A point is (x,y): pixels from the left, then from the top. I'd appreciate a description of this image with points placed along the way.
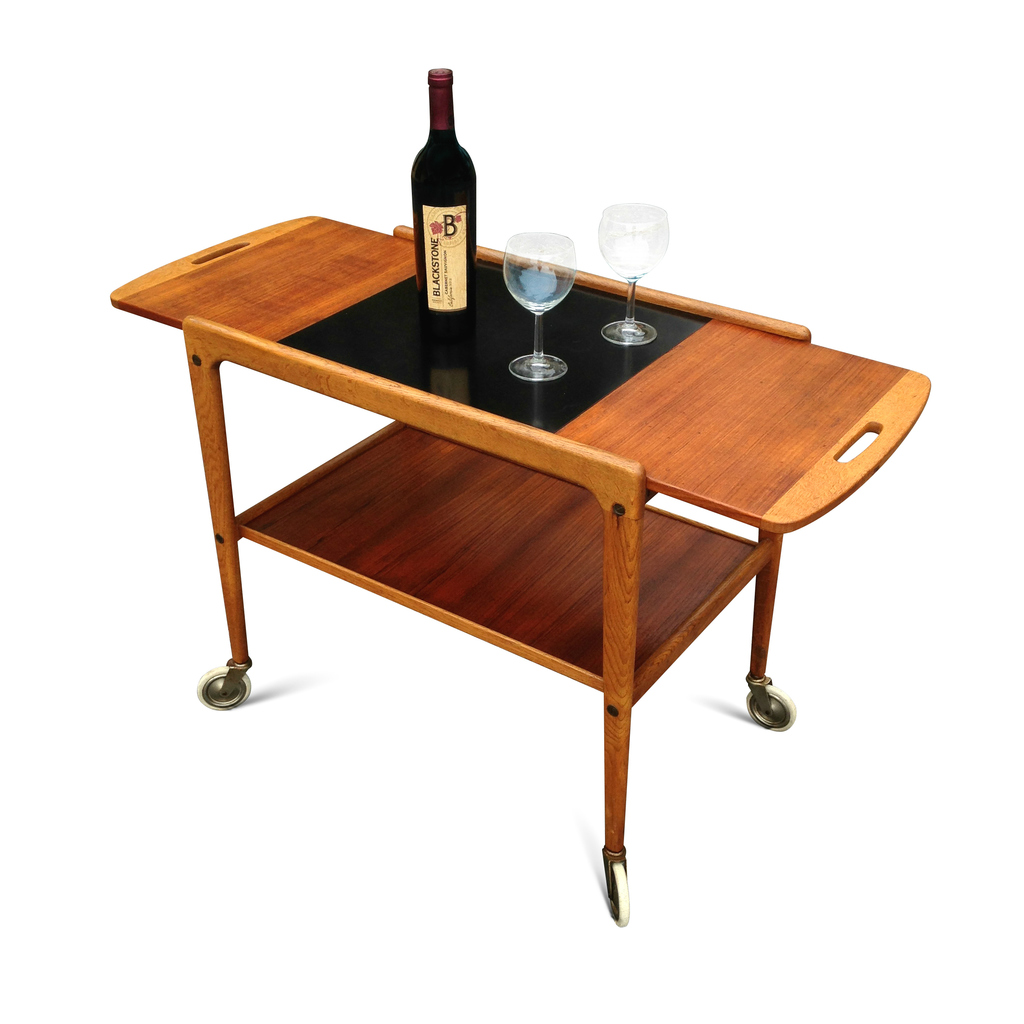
It is a photo in which there is a table (490,420). On the table (558,382) there is a glass bottle (419,228) and two glasses (540,269) beside it.
